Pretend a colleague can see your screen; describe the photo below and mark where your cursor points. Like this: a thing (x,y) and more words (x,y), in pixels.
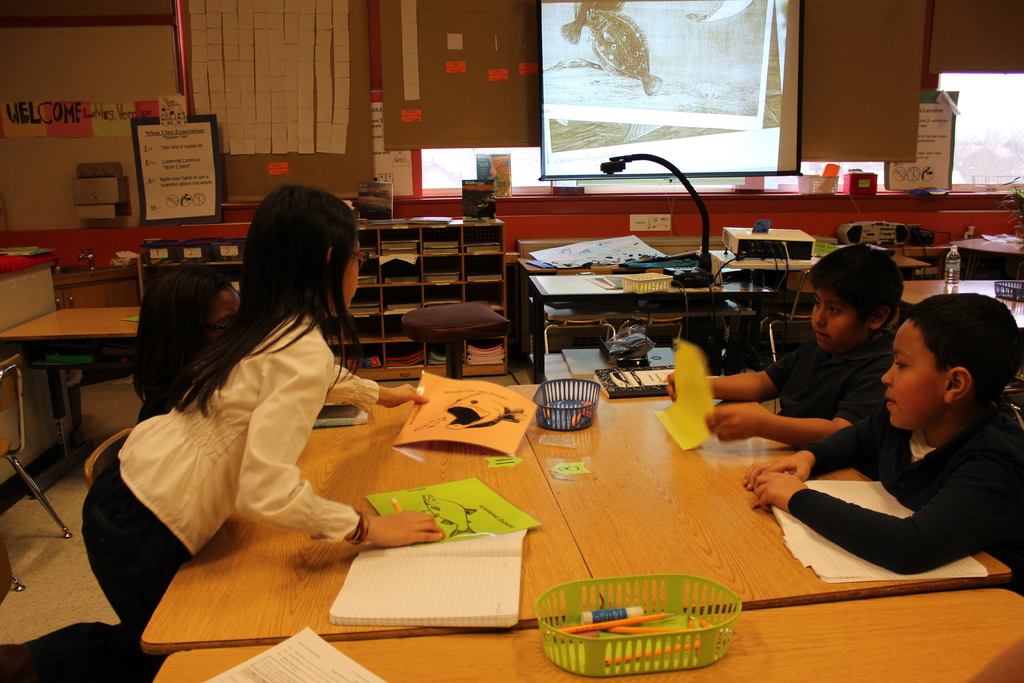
In this image we can see some group of kids (295,369) sitting on chairs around table (815,676) doing some work and there are some books (611,371), papers (465,434), plastic boxes (617,648) on table (697,517) and in the background of the image (57,323) we can see some tables (577,280) on which there are some objects (748,239), there are some books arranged in shelves (386,253) and there is a wall (373,47) to which there are some paintings (72,115) and notice board (251,98) attached.
